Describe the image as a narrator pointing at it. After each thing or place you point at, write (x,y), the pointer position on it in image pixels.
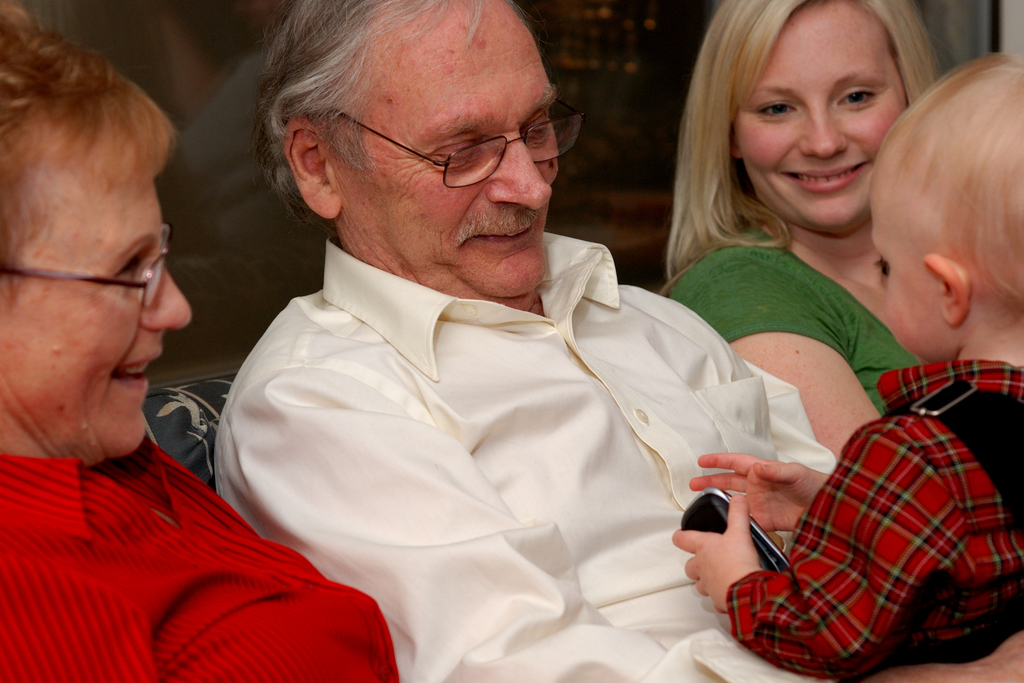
In the image I can see three people (760,399) and a kid (919,600) who is holding the phone (699,506).
